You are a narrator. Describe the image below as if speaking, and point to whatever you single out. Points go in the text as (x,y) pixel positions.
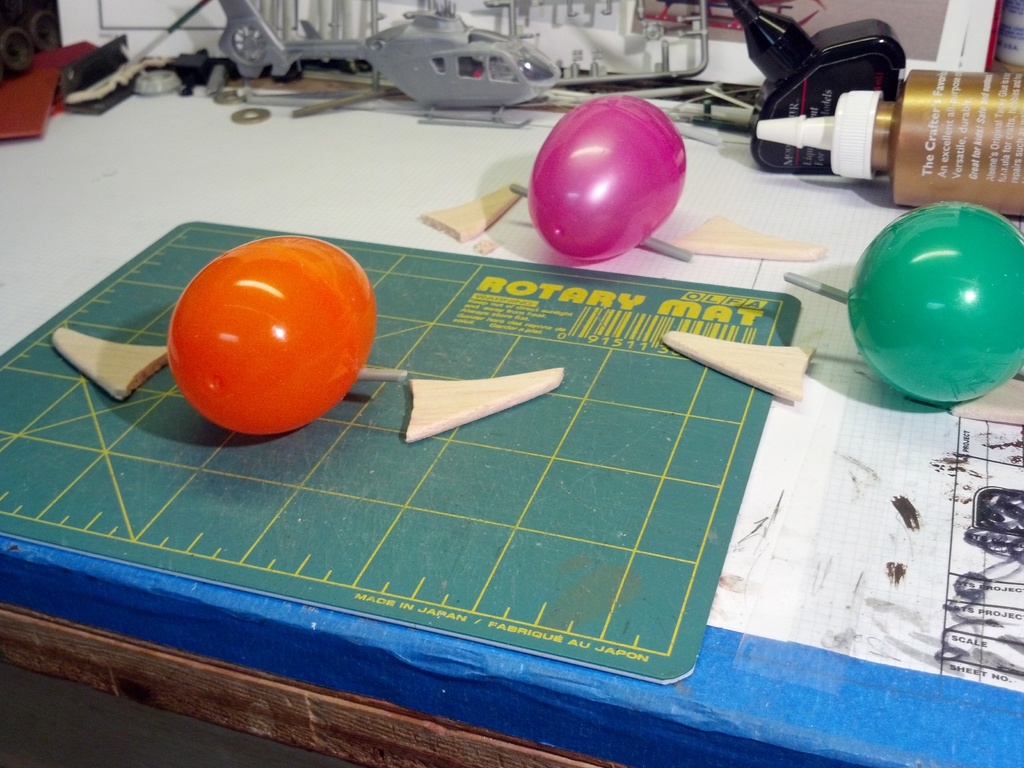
In this image, there is a table (537,681) which is in white color, on that table (802,262) there is a green color board (421,585) kept, there are some white color objects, there are some balloons (260,419) kept on the table (363,159), in the background (479,71) there is a ash color toy (405,64), there is a black color object (780,62) and there is a yellow color bottle (968,134) kept on the table (41,614).
